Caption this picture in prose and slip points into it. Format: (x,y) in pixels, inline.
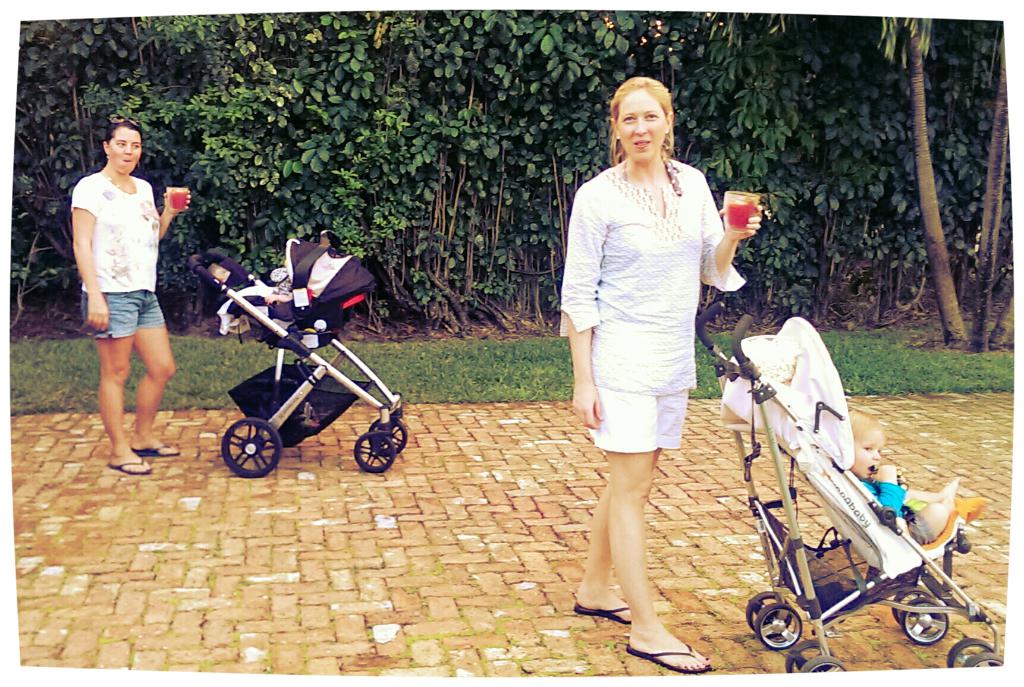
In this image there are two women (694,340) wearing white tops (661,265) are standing behind a baby trolley (316,404). They are holding glass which is filled with some drink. Right side (880,486) there is a baby (918,499) sitting on the trolley (908,535). There is grassland (472,386), behind there are few trees (443,214).
